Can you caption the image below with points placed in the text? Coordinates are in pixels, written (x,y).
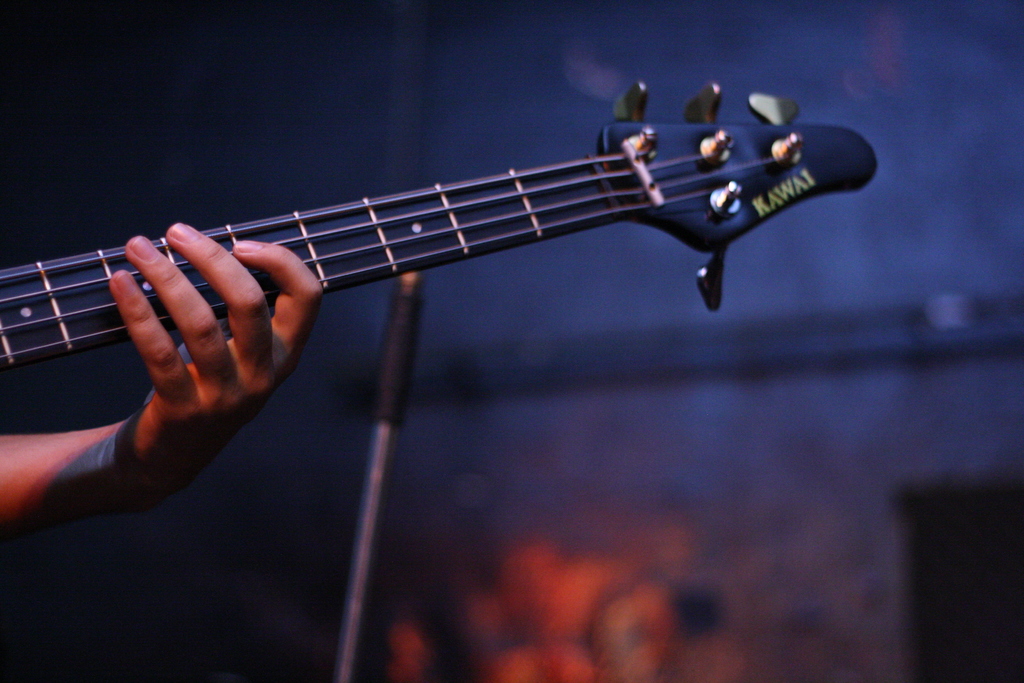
In this picture we can see person's hand (220,357) holding guitar (506,192) and in the background (482,419) we can see some pole (389,379), light (596,582), wall (677,516).
